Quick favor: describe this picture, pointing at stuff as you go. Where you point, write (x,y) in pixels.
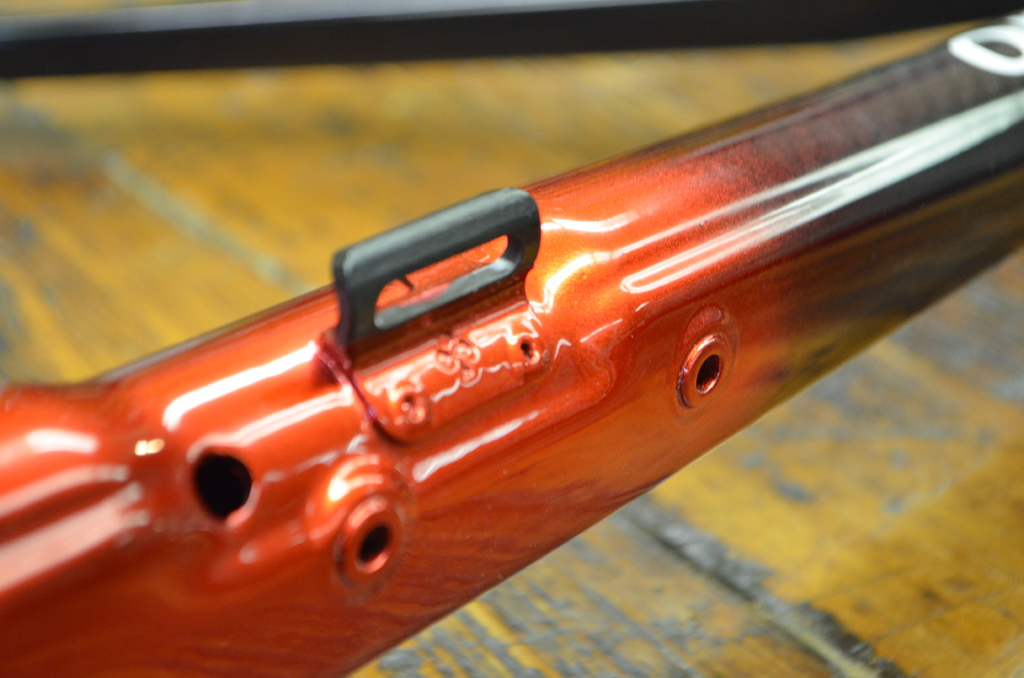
We can see colorful object (160,486). In the background (1018,491) it is blur.
